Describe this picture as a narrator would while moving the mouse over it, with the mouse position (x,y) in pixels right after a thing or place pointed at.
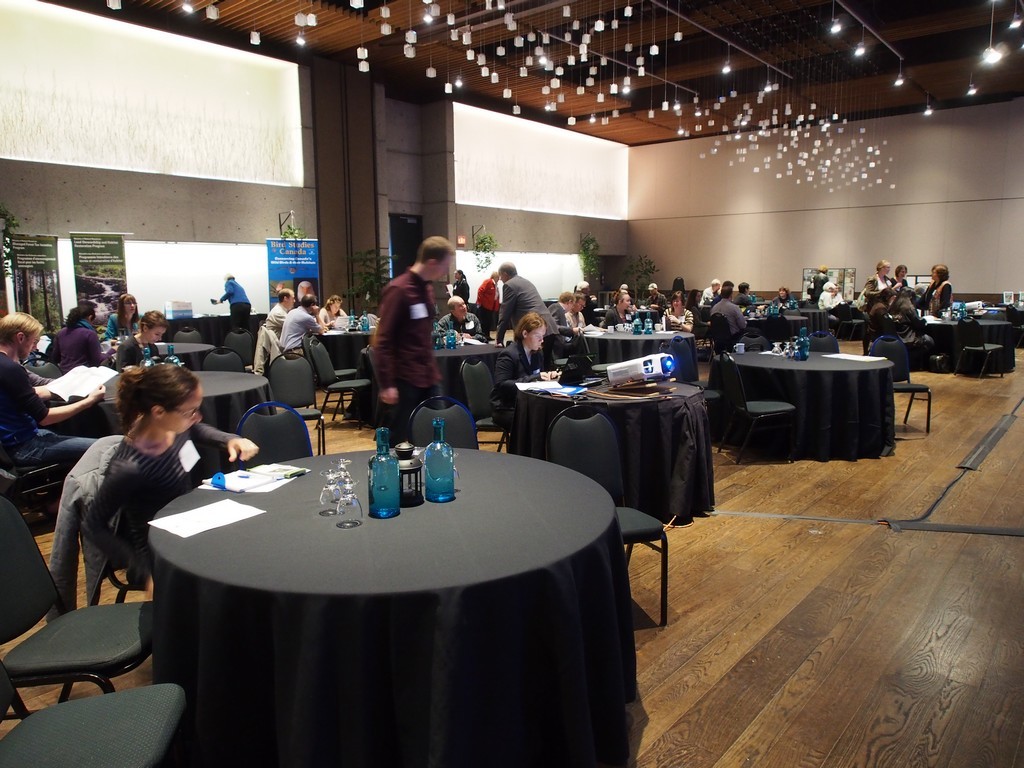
Few people (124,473) standing and few people (141,505) are sitting on chairs (359,380). We can see bottles (439,476), projector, papers (280,473), glasses (352,485) and some object (579,382) on tables (294,526). In the background (78,303) we can see banners (283,257), plants (638,270) and walls (73,219). At the top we can see lights (988,62).
